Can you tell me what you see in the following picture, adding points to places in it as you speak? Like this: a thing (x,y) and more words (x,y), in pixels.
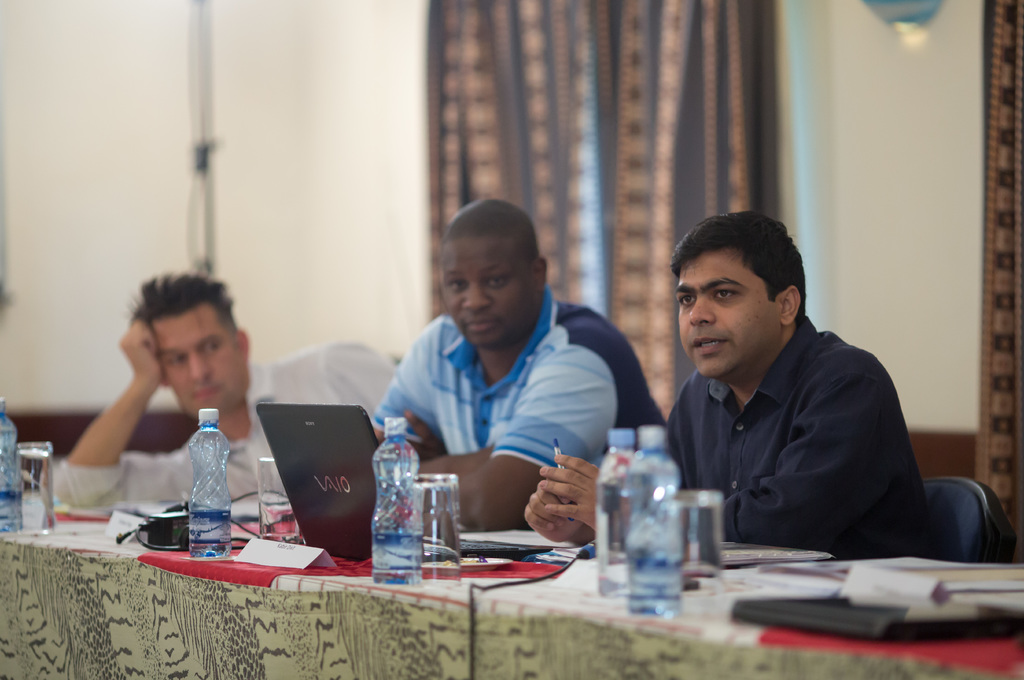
This is a picture taken in a room (483,465), there are three persons (588,371) sitting on chairs (935,519) in front of these persons (519,352) there is a table (308,601) covered with a cloth (546,623) on the table (250,598) there are bottles (213,505), glasses (26,476), papers (768,593), laptop (320,528), name board (260,551), files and cables (157,523). The man (770,429) in blue shirt (771,429) was holding a pen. Behind the people (555,404) there are curtains (599,155) and a wall (863,125).
